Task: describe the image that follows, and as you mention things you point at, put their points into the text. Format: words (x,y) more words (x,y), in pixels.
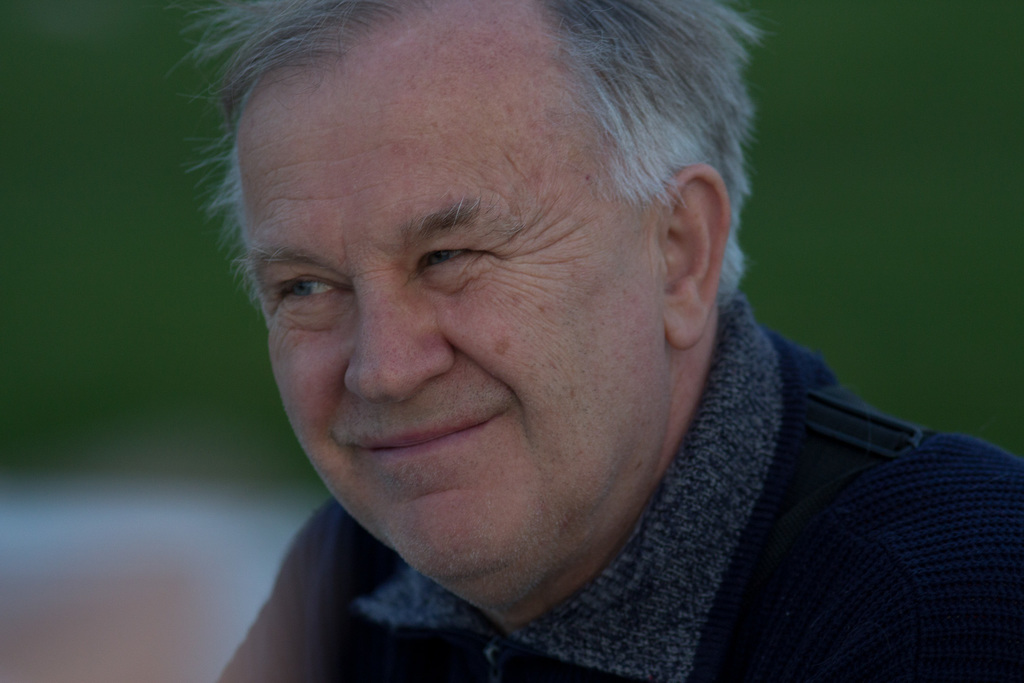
Here in this picture we can see an old man (433,101) present over there and we can see he is smiling.
